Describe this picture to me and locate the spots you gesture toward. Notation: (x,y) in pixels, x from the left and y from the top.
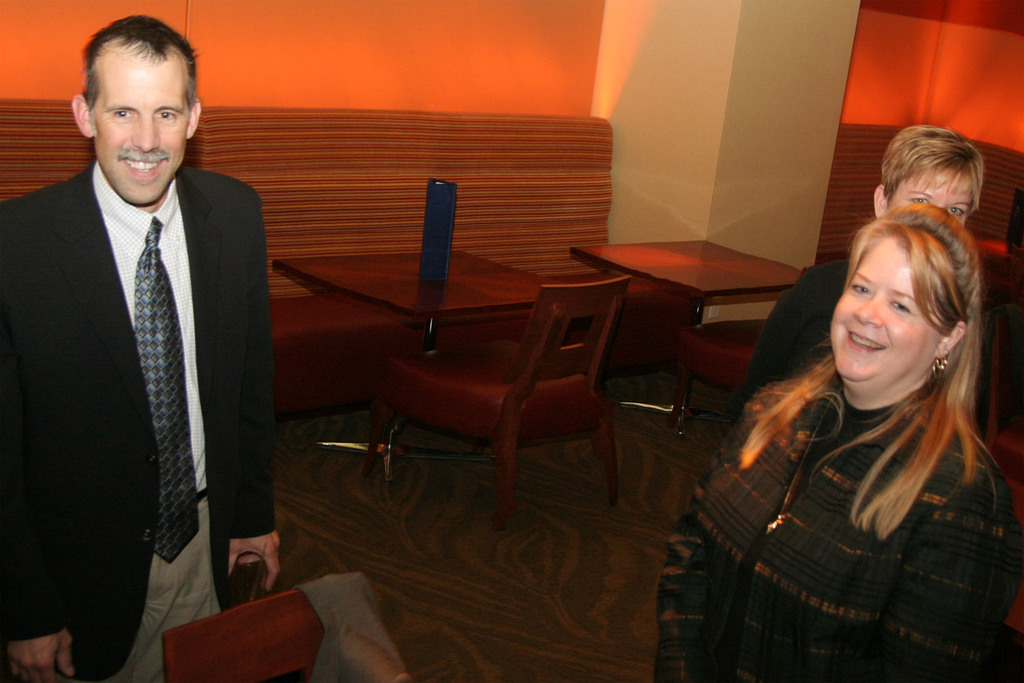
This picture is of inside the room (651,531). On the right (892,315) there is a woman (874,560) wearing black color dress (807,607), smiling and standing, behind her there is a person (927,171) seems to be standing. On the left (146,121) there is a man (133,204) wearing suit (133,578), smiling and standing. In the background (329,170) we can see the couch (555,179), pillar (700,114), chairs (590,314) and tables (716,248) and a wall (454,42).
